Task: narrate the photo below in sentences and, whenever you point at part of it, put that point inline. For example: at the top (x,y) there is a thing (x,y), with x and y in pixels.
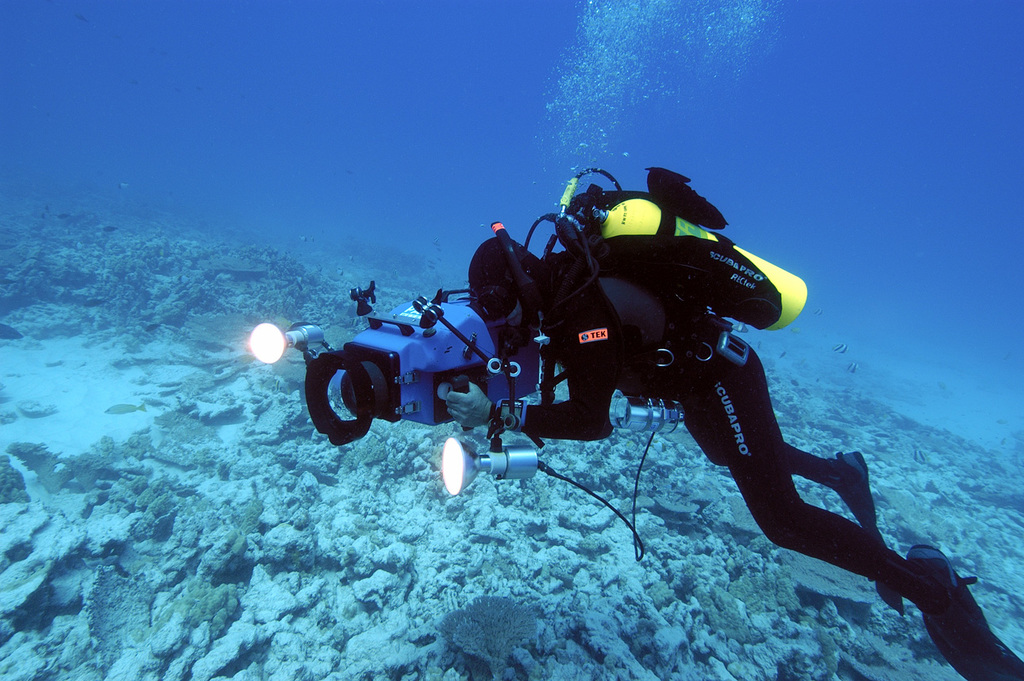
In this image there is a man (637,280) in the water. The man (637,280) is wearing the black colour dress (600,312) and holding the light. He also has an oxygen cylinder (748,256) on his back (684,259). At the bottom (640,676) there are so many stones (199,408) and aquatic plants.
